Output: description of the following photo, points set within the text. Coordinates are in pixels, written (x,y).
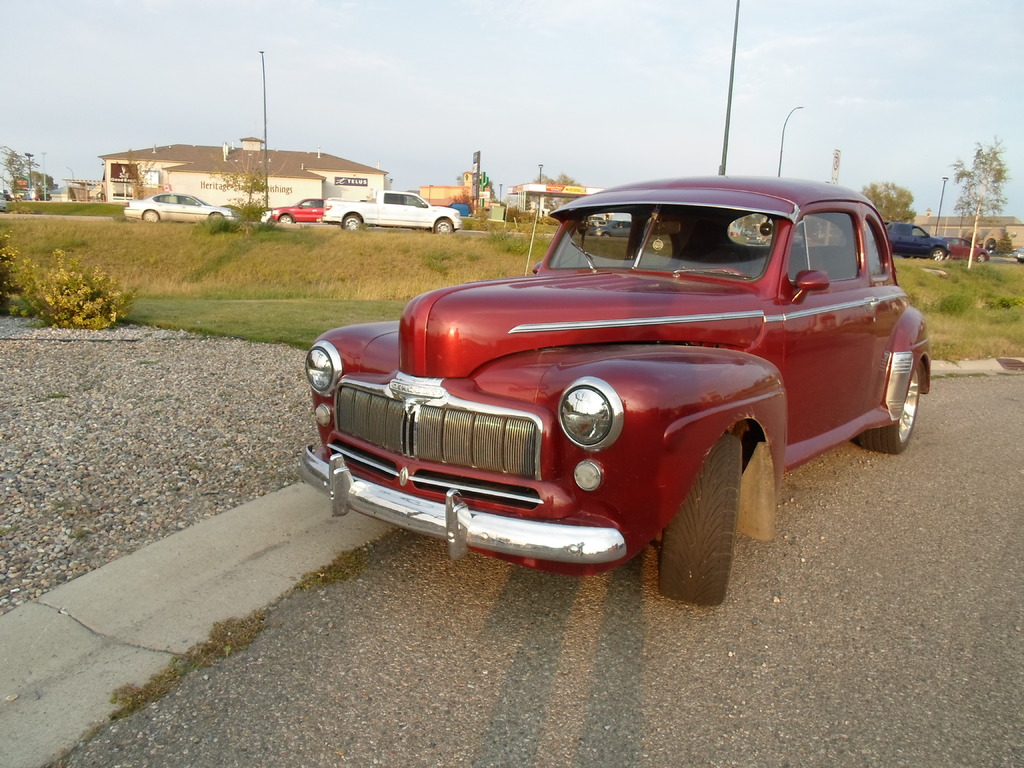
In this image I can see a maroon colour car (781,440). In the background (82,271) I can see plants (65,265), grass (234,261), poles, trees (247,184), buildings (241,163), few more cars (455,225) and the sky (270,77). I can also see shadow (542,615) over here.
